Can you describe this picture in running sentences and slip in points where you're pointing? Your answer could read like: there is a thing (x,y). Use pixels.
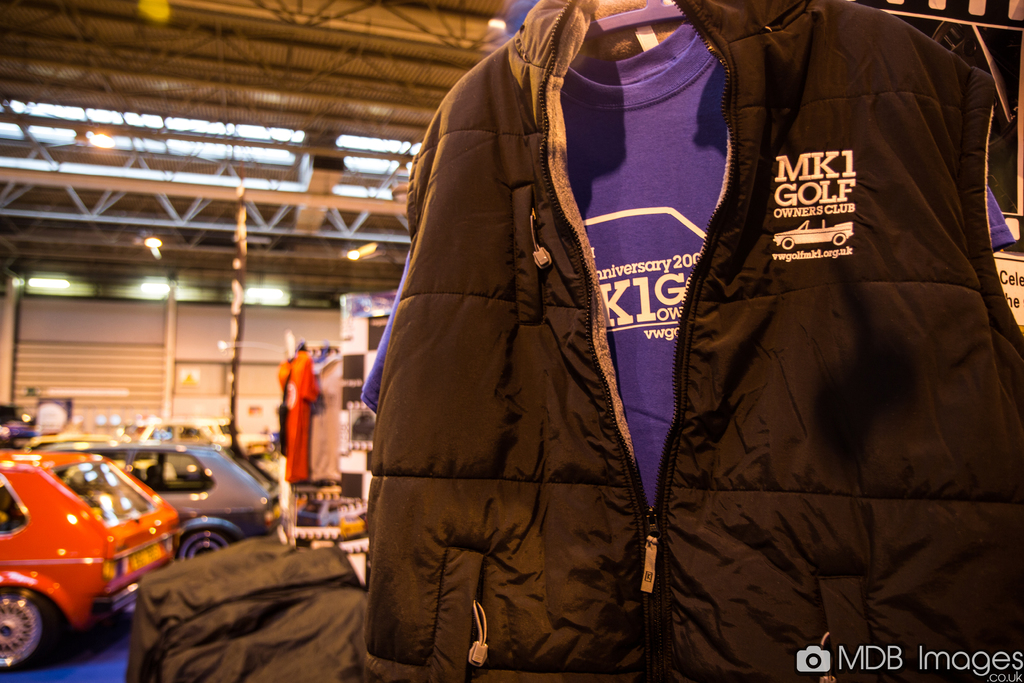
Here we can see a jacket (525,646). There are cars (204,502), lights (226,346), and poles (241,331). In the background (220,383) we can see wall (248,342).
